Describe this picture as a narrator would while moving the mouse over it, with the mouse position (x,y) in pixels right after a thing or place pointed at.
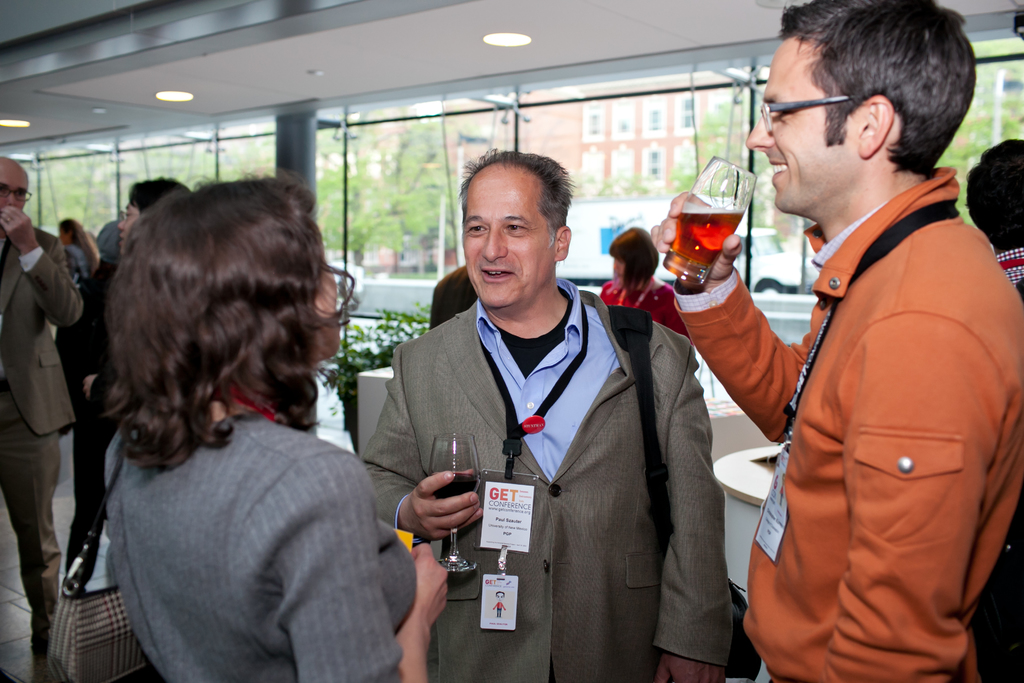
This image is taken indoors. In the middle of the image (529,272) a few people (265,329) are standing on the floor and two men (584,457) are holding glasses (704,200) with drinks (684,217) in their hands (669,225). In the background (214,164) there are a few glass windows (89,197) and through the windows (423,207) we can see there is a building (572,153) and a few trees (373,201). At the top of the image (323,74) there is a ceiling (369,41) with lights (488,40).
